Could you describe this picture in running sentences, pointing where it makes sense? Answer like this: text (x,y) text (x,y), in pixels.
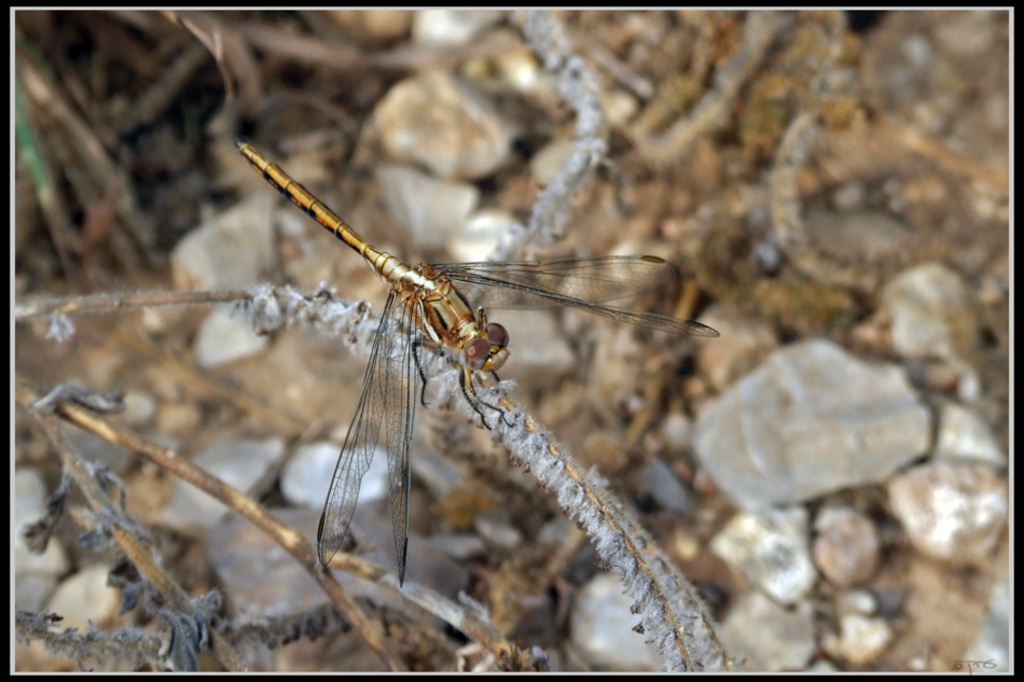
In this image we can see dragonfly (474,336) on stem (493,396) and we can see stems (209,486). In the background of the image (672,257) it is blurry and we can see stones (828,415).
